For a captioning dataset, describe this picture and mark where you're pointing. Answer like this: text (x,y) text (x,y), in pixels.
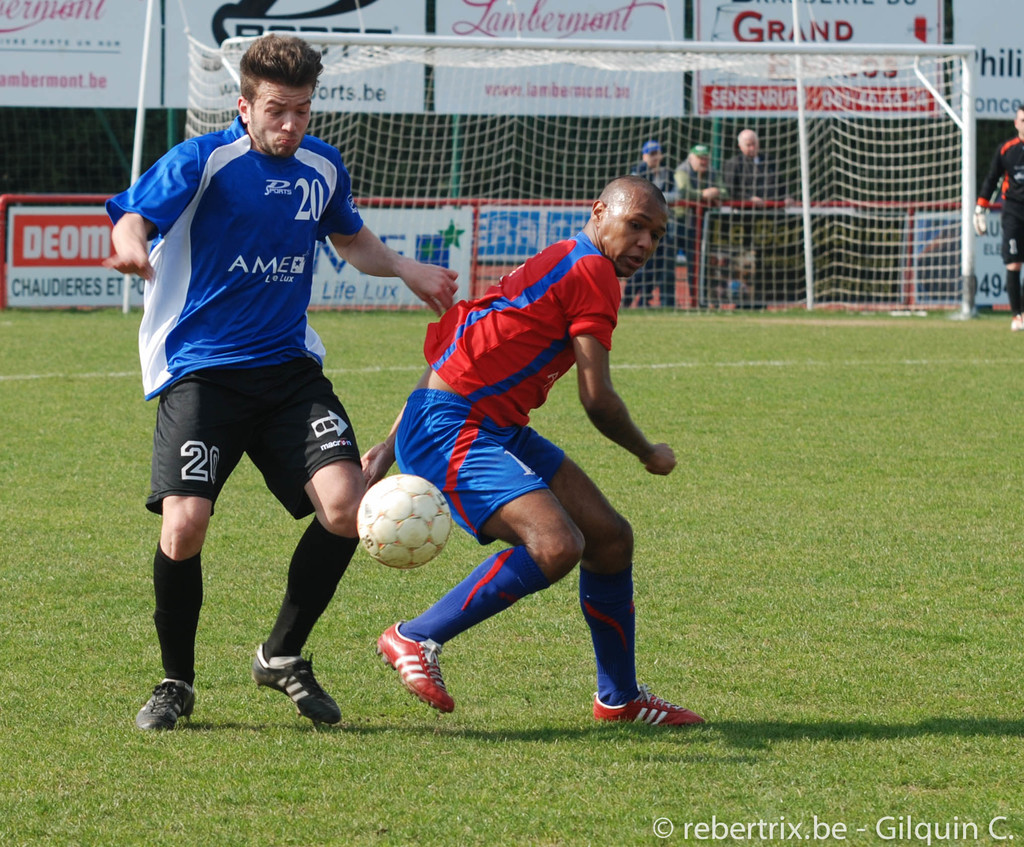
In this image I can see two persons (450,425) playing game. The person (553,335) at right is wearing blue and red color dress (503,330) and the person (292,301) at left (173,287) is wearing blue, white and black color dress (296,423) and I can also see the ball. In the background (994,235) I can see few other persons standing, the net (505,134), few boards (83,38) and banners (535,109) and the grass (85,511) is in green color.
